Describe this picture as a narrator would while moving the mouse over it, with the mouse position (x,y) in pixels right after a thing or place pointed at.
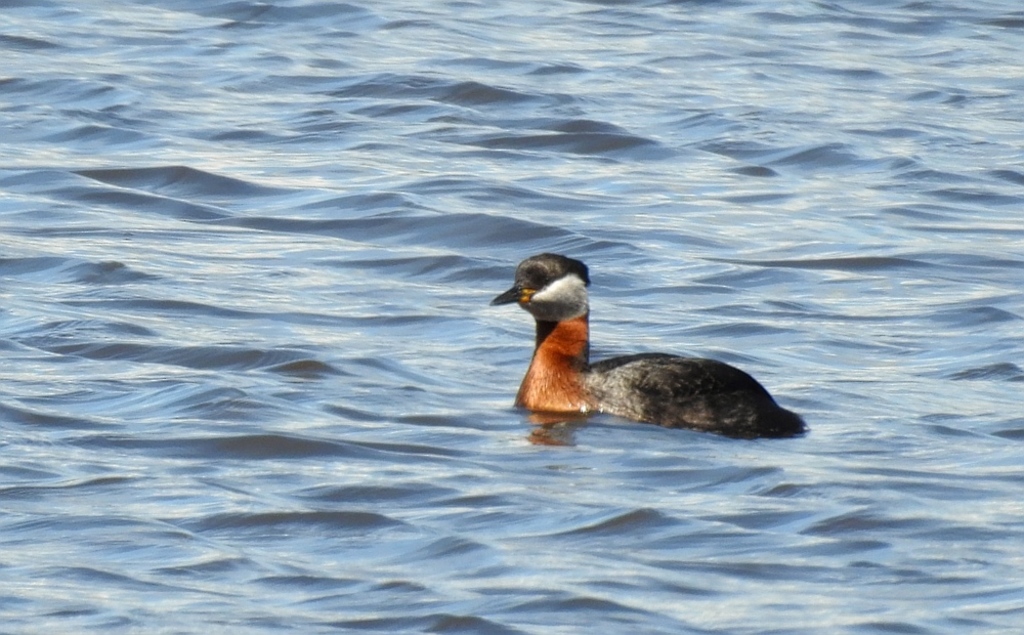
In this picture we can see a duck (625,399) in the water (660,454).
